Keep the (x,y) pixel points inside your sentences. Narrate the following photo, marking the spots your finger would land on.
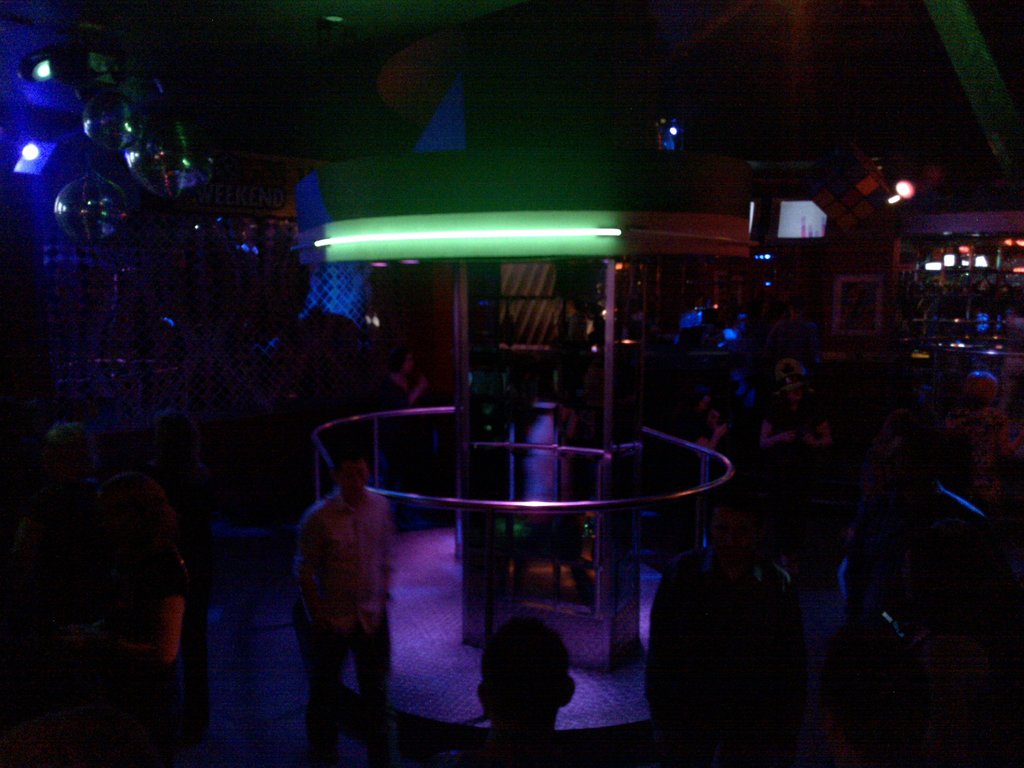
In this picture we can see some people (334,559) standing and some people (781,439) sitting, there are some lights (960,250) on the left side (115,113) and right side (968,263), we can see a tube light (432,231) in the middle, in the background (792,219) it looks like a screen (814,234).
